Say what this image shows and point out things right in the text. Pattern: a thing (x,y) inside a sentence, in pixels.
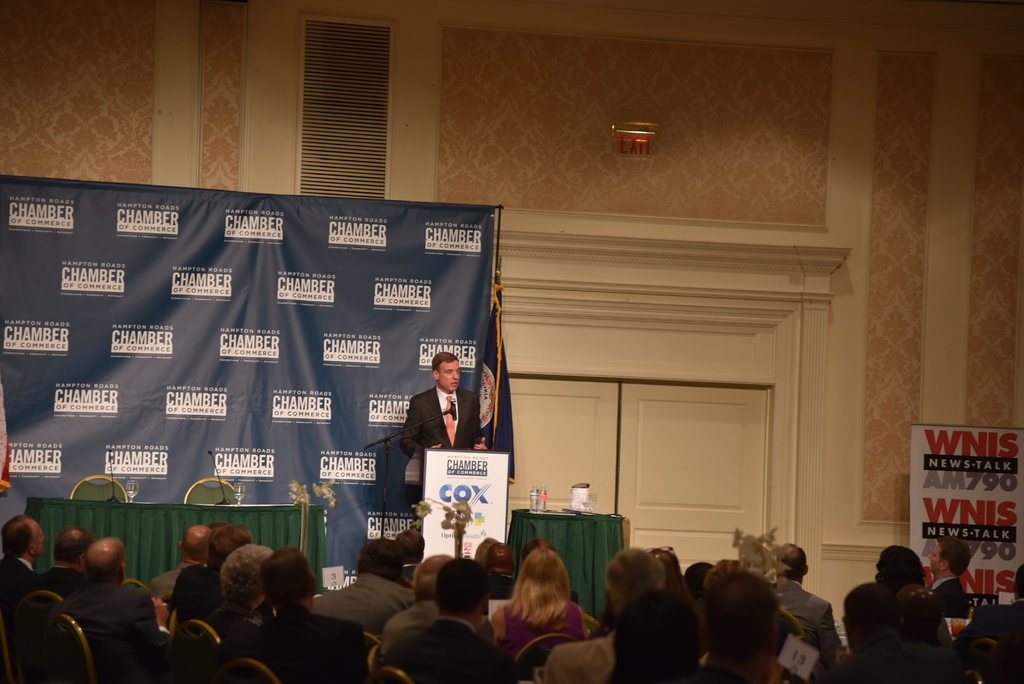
In this picture we can see some people (669,590) are sitting on the chairs (575,652) and we can see one person (438,394) standing and talking in front of mike (453,405), side we can see some chairs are arranged in front of the table (188,514), on the table (228,511) we can see some glasses (238,501) and mike's (213,466), behind we can see a banner (269,280) to the wall (292,52).
